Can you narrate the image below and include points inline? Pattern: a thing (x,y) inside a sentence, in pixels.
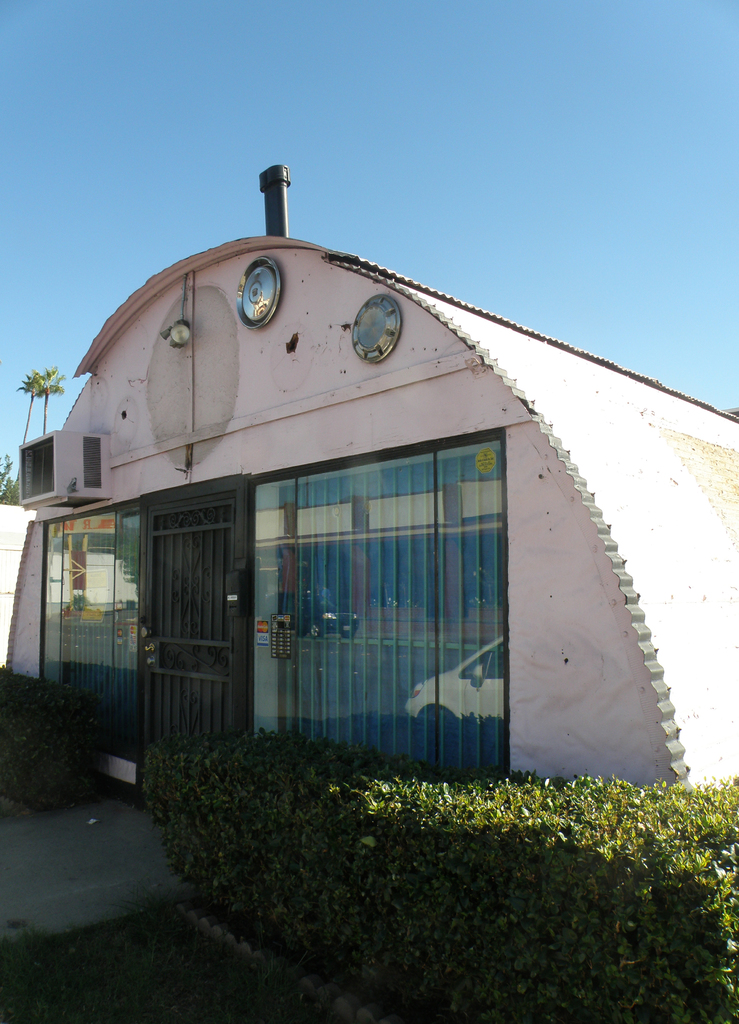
There is a building (362,579) with door (201,569). On the building (215,395) there are some items (362,312). Near to the building (114,702) there are bushes (358,823). In the background (372,122) there is sky (339,143) and trees (40,393).
